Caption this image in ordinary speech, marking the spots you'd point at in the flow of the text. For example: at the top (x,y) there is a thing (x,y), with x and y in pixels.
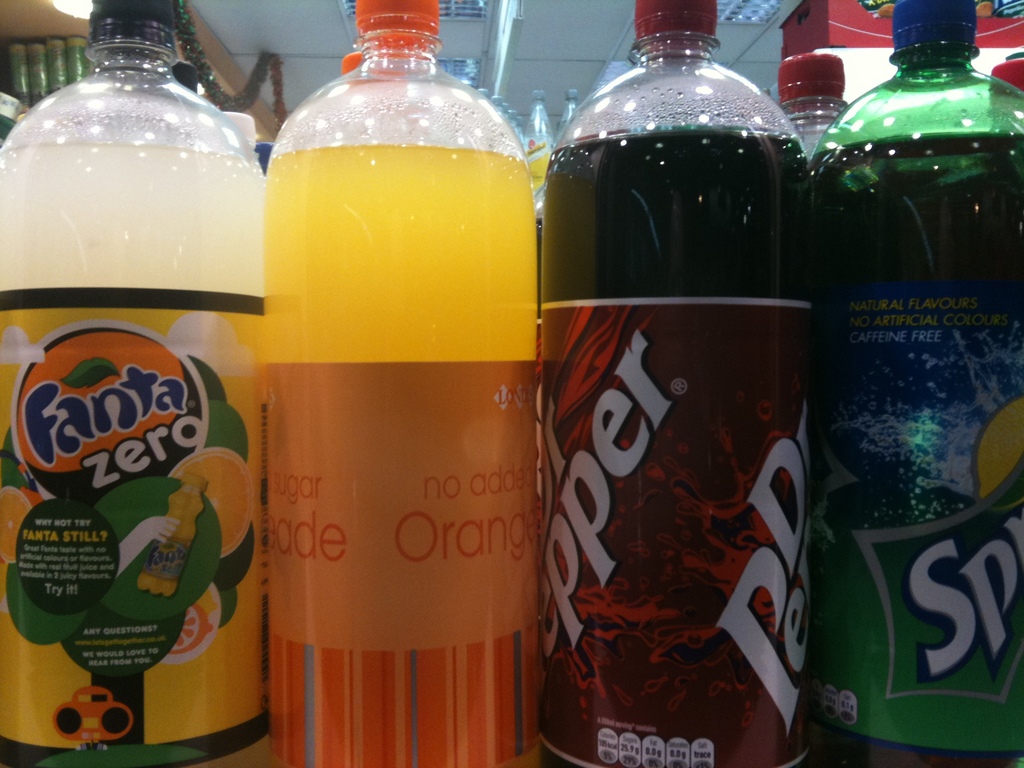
This image consists of bottles (616,563). Those are cool drink bottles (533,348). In front (90,469) there are 4 bottles (792,348) which are"Sprite" "pepper" "no added orange" " fanta".
